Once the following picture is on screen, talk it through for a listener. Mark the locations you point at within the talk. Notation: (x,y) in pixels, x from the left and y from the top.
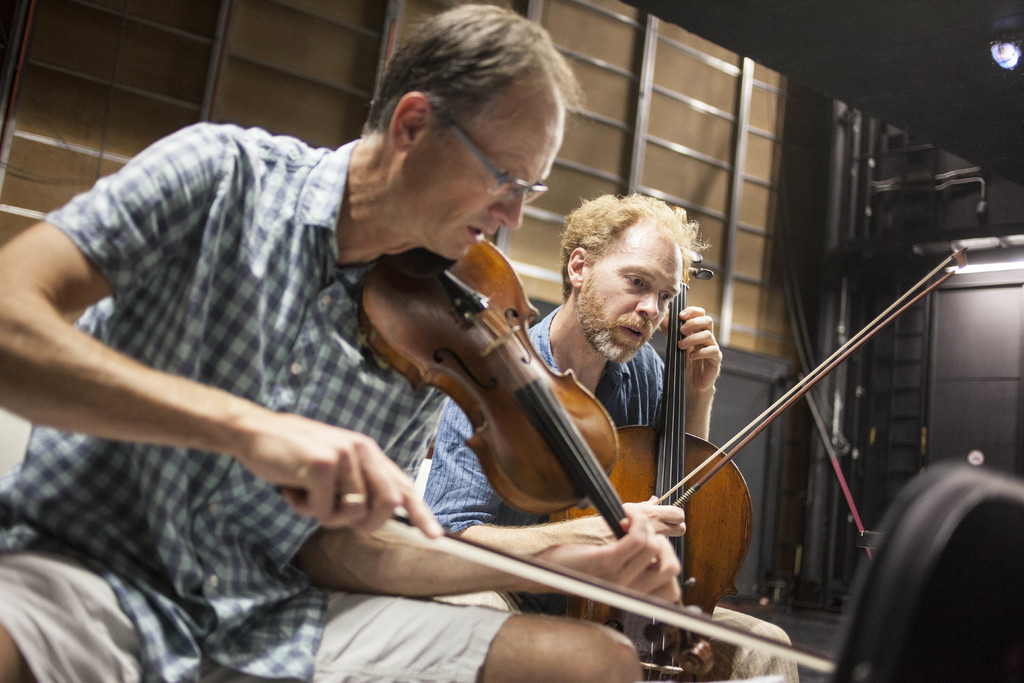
In this image, There are two persons (695,403) sitting and holding the music instruments (517,421) which are in brown color, In the background (239,36) there is yellow color wall (221,27) made of woods (666,114).
